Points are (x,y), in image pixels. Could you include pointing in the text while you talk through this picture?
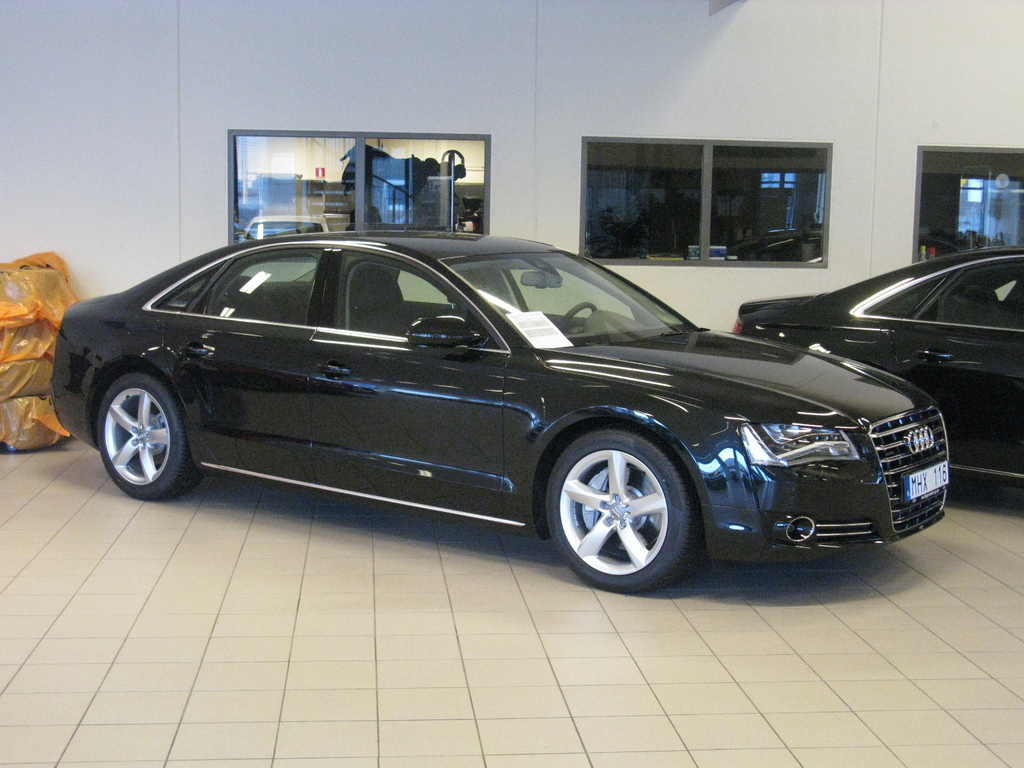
In this picture we can see cars (450,377), behind the cars (612,526) we can find few plastic bags (50,326) and glasses (367,167).
